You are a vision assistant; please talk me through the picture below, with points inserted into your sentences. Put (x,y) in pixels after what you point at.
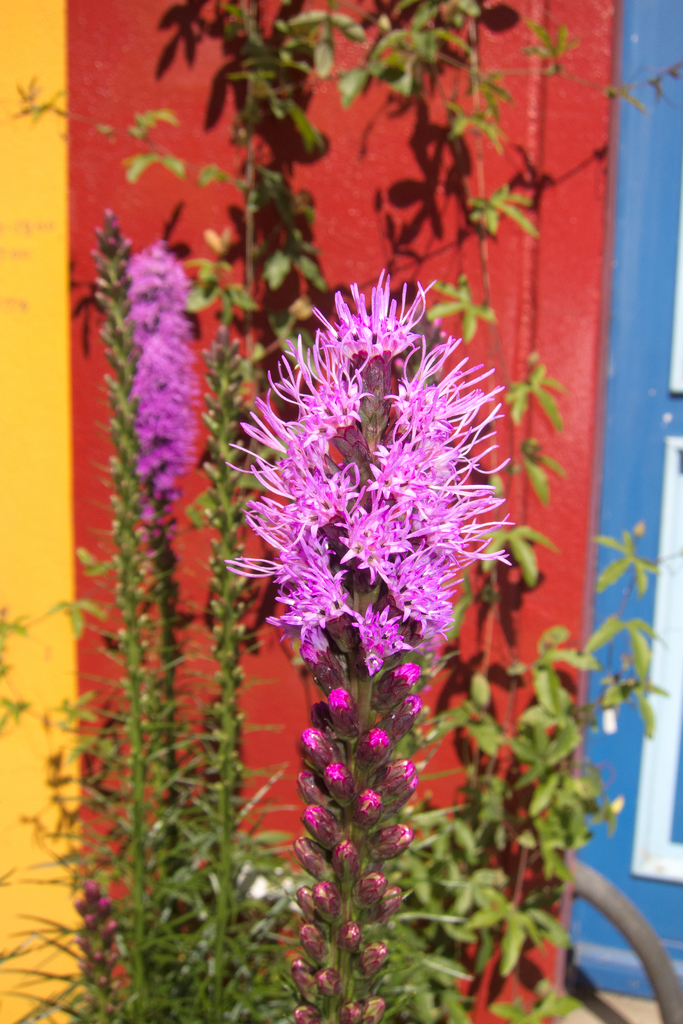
In the center of the image (327,636) we can see some plants (343,739), flowers (308,494) are there. In the background of the image (20,467) wall (569,511) is there.
